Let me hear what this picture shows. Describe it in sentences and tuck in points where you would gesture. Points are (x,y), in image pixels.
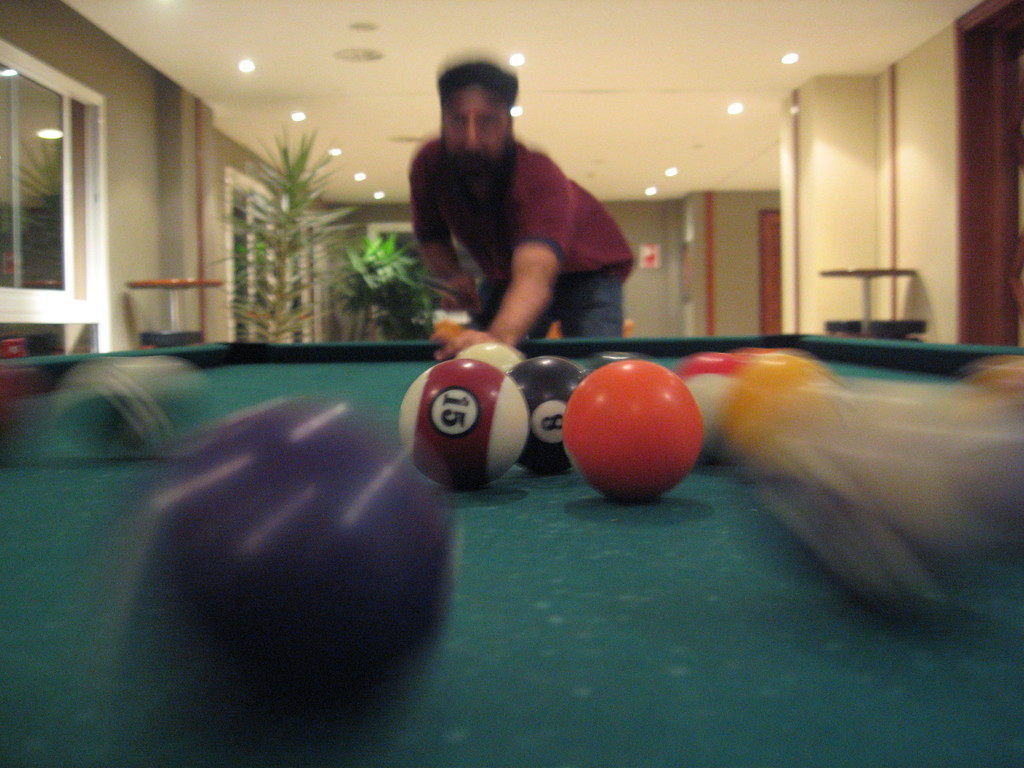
In the image we can see a man (549,232) standing and wearing clothes (527,229). There are snooker balls (505,390) and a snooker table (581,580). We can even see there is a plant (286,279), lights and windows (32,242).
